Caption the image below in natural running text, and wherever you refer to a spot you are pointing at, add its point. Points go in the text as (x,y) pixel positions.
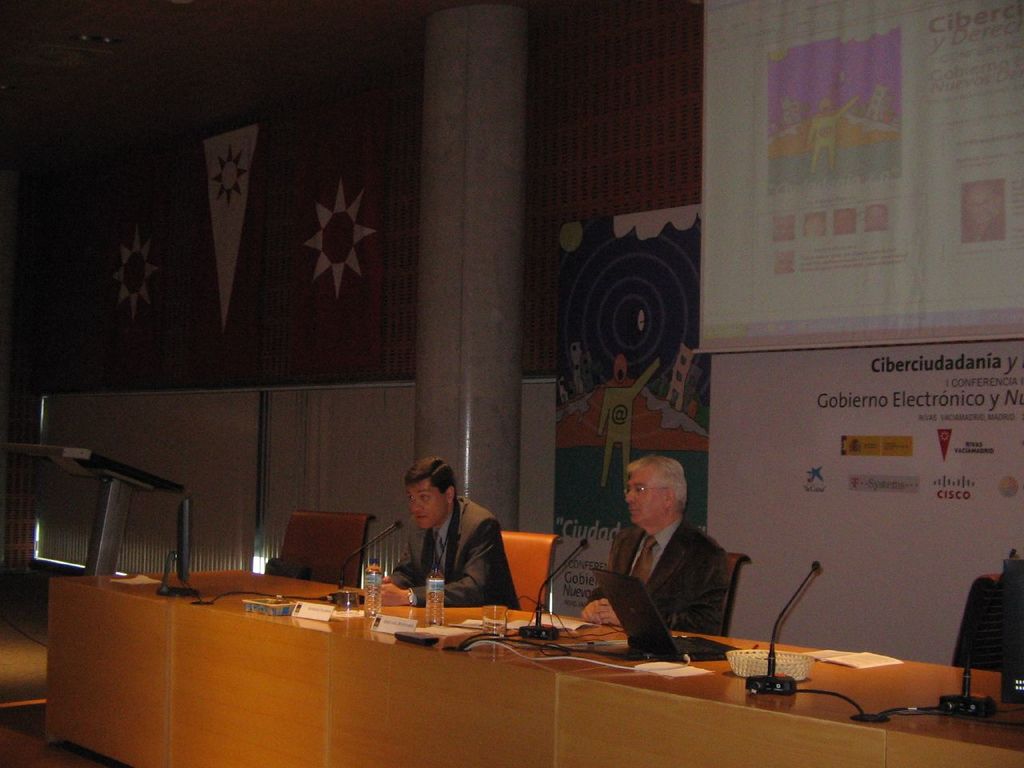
In the foreground of the picture (490,697) we can see tables (121,664), mics (549,629), papers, name plates (384,619), water bottles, people (490,581), chairs (988,650) and various objects (792,664). In the background (554,218) there are banners (223,344), pillar (478,310), wall (125,386), window blinds (360,391) and other objects (103,498).
